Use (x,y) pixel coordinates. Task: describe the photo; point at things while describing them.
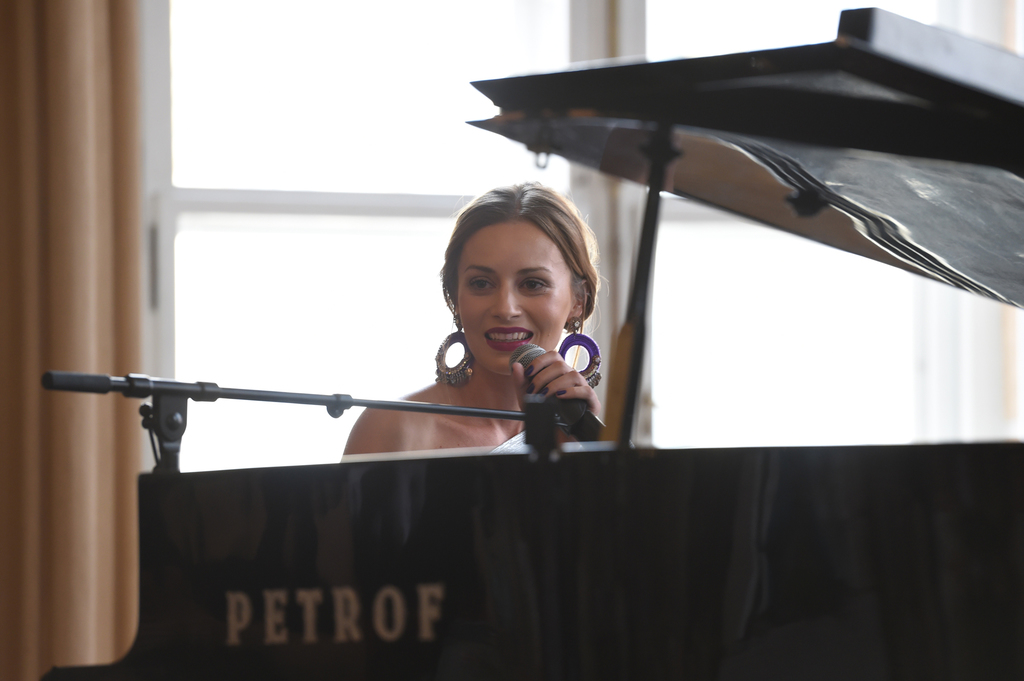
there is a stage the woman (524,437) is holding the mike (526,352) and she is looking and she is wearing the ear rings (452,340) behind the woman (490,318) there is big window (386,285) and the curtain (77,220).
